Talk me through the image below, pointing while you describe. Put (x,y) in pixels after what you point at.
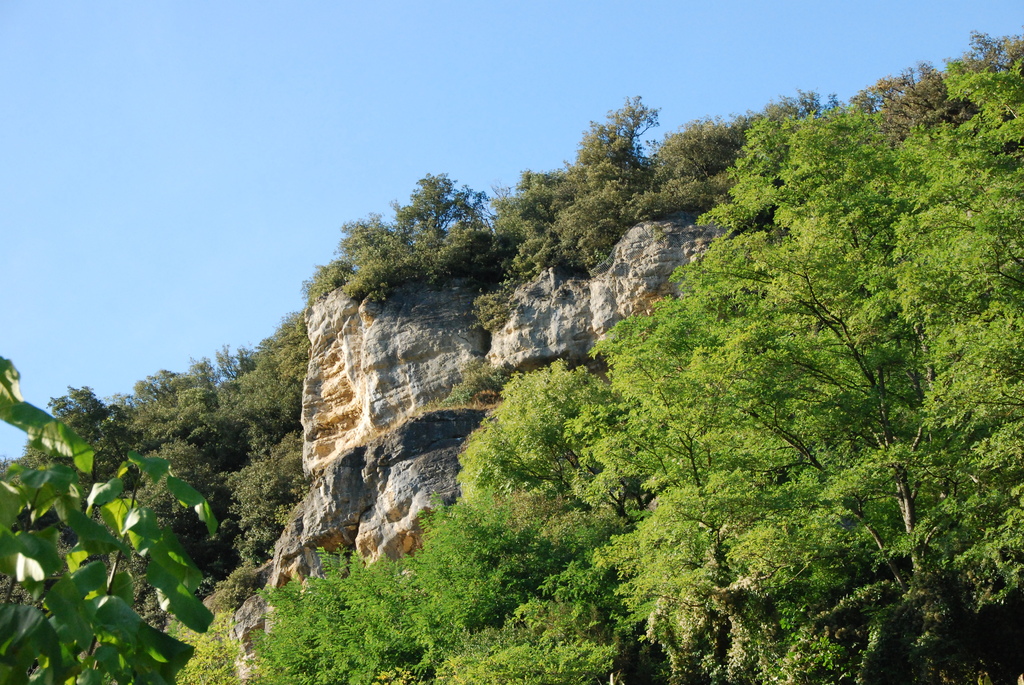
In this image we can see trees (534,444) and hill (418,318). In the background (69,242) there is sky (69,242).
